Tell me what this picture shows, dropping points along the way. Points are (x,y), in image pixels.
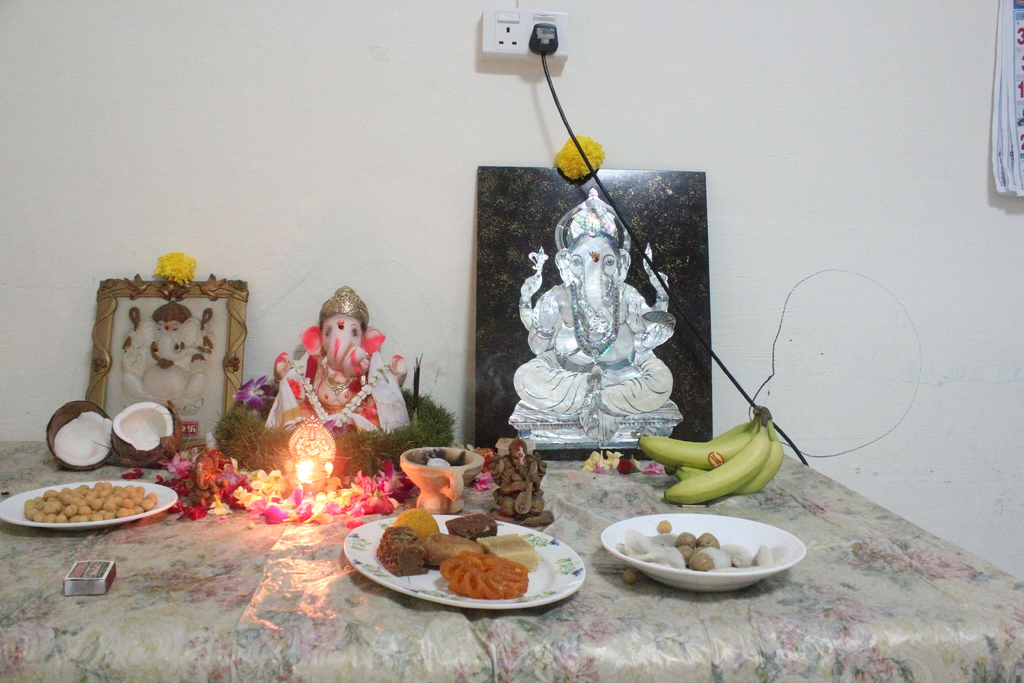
In this image we can see the socket (527,17) and calendar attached to the wall (564,68). And we can see the table (544,606) with a cloth (393,638), on the table (560,476) there are photo frames (140,368), idols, light (314,465), box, flowers (370,486), bananas (682,447) and coconut (122,448). And there are some food items (738,552) in the plate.
